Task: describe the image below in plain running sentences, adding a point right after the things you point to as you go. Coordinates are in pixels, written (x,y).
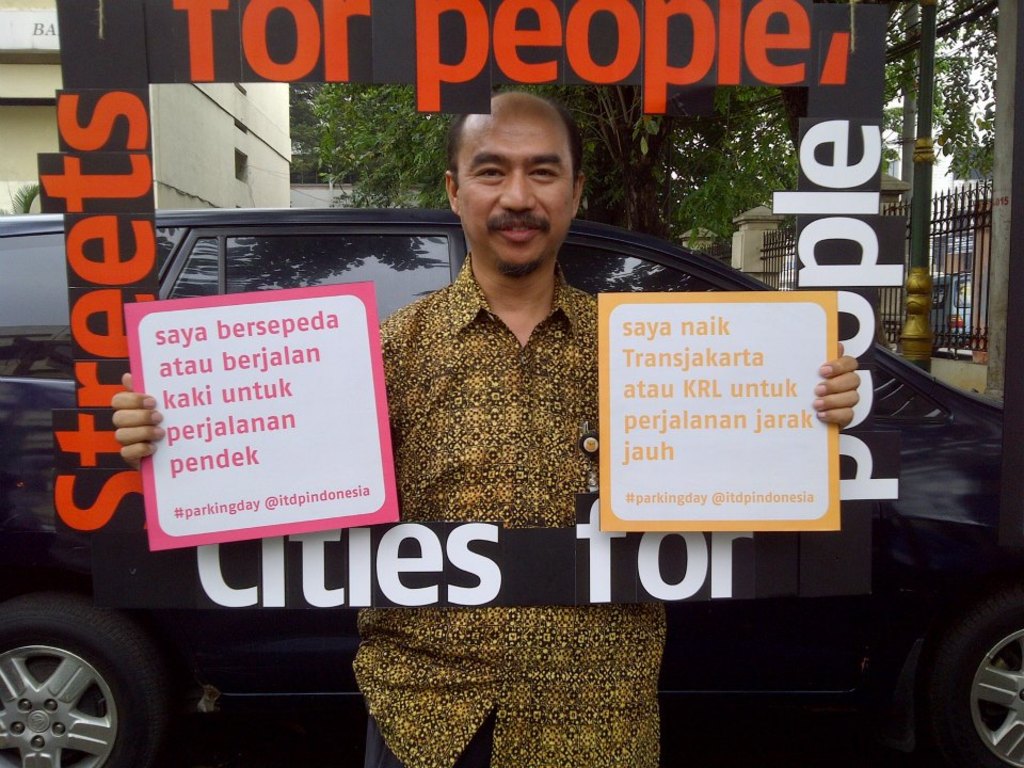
In the center of the image (383,378) there is a person (397,464) standing with the boards (680,464). In the background (143,677) we can see car (55,263), trees (722,162), vehicle (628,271) and fencing (894,326).
